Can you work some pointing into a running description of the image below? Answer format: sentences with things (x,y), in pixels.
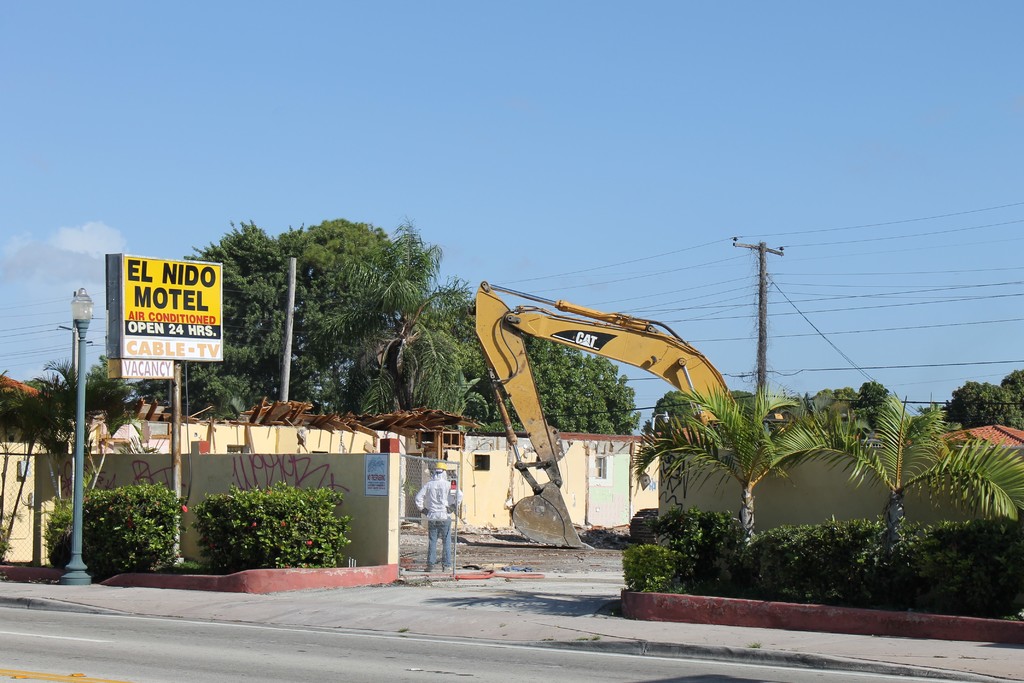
In this image we can see an excavator (515,423), buildings (312,433), electric poles (766,273), electric cables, trees (416,345), bushes (857,571), street pole (83,448), street lights (80,481), information board (152,299) and sky (666,304) in the background (469,278).
